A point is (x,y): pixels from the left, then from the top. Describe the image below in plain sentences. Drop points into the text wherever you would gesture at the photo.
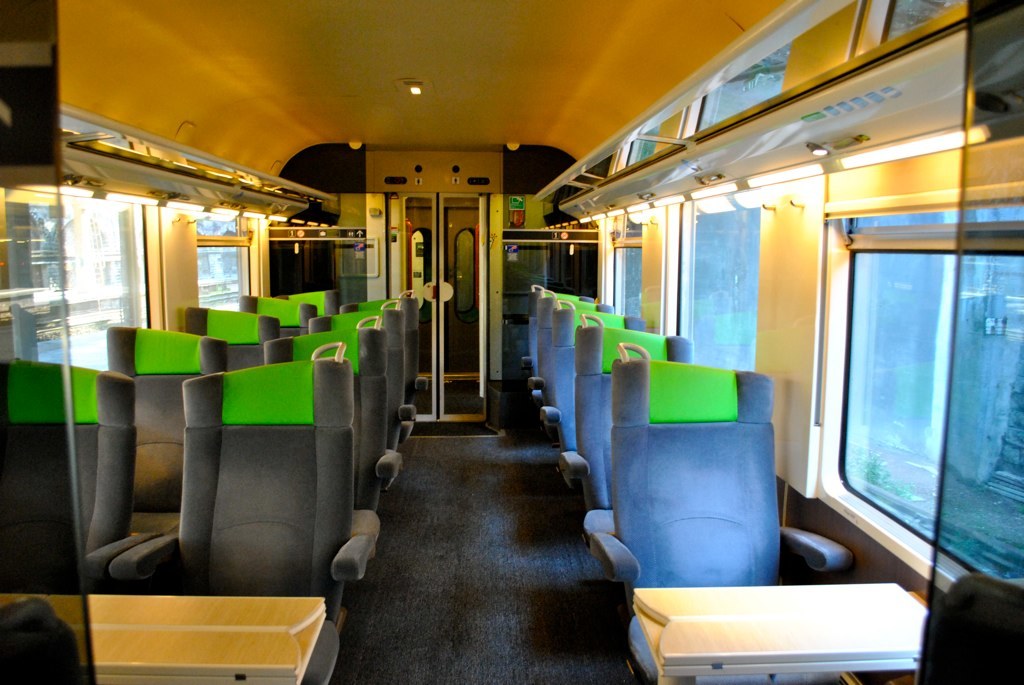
In this image we can see the inner view of a vehicle (509,43) which looks like a train (950,648) and there are some seats (334,524) and lights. We can see the doors (460,211) in the background (444,226).
